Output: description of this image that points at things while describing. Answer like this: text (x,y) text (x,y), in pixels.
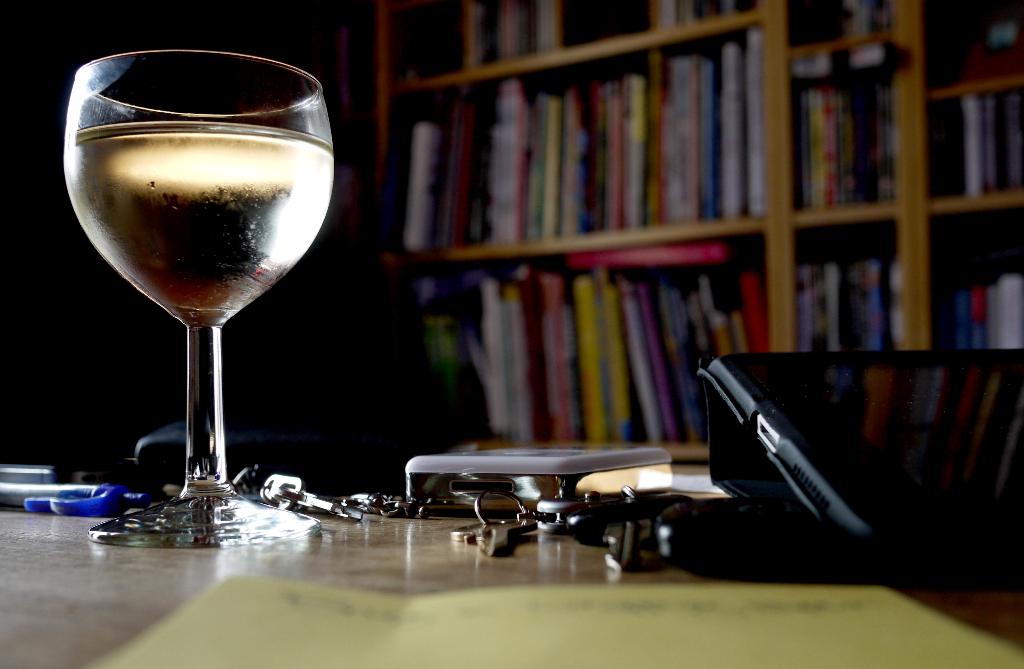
This image is taken indoors. At the bottom of the image (249,569) there is a table (535,558) with a paper (551,623), a glass of wine (221,264) and a few things (467,541) on it. In the background (444,281) there is a book rack (450,314) with many books (642,363) on the shelves (770,232).
